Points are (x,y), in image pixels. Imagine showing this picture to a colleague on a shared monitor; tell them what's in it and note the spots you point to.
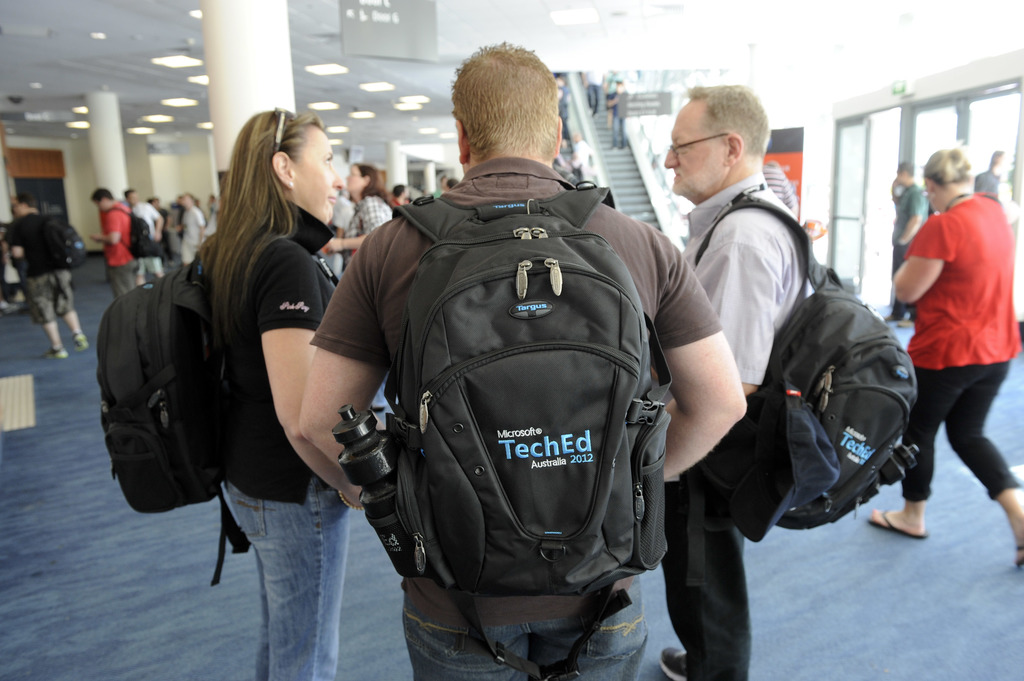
In this image in the middle (373,304) there is a man (463,100) he wears t shirt (378,288), backpack (404,400) and trouser (513,629). On the right (780,256) there is a man (739,296) he wear shirt (748,280), trouser (710,563), shoes (670,657) and bag (801,361) and there is a woman (939,254) she is walking. On the left (238,351) there is a woman (218,275) she wears t shirt (266,398), trouser (281,529), and bag (161,350). In the background (144,202) there are many people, staircase (642,182), pillar (236,58), door (930,147), poster (796,148), light (142,129) and floor (75,348).
